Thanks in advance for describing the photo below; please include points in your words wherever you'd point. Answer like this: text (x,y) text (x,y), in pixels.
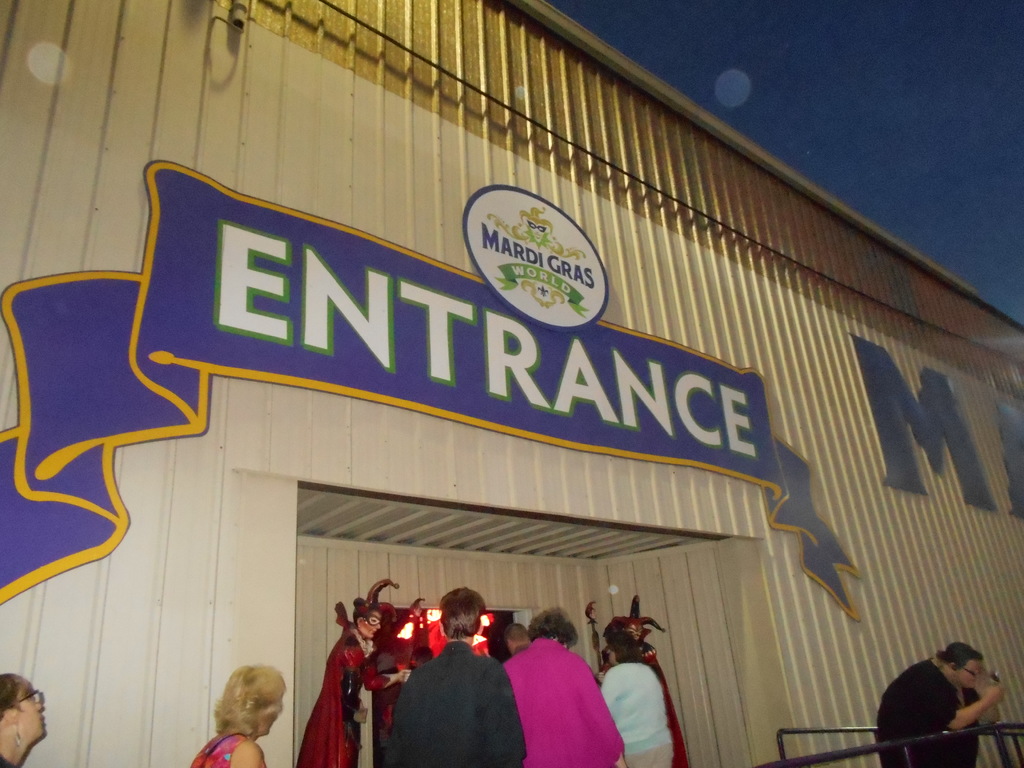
In this image we can see there are so many people (512,696) standing, some people (358,614) were in a red costume (349,665), they are standing in front of the entrance shop (775,671) and some text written on it.
